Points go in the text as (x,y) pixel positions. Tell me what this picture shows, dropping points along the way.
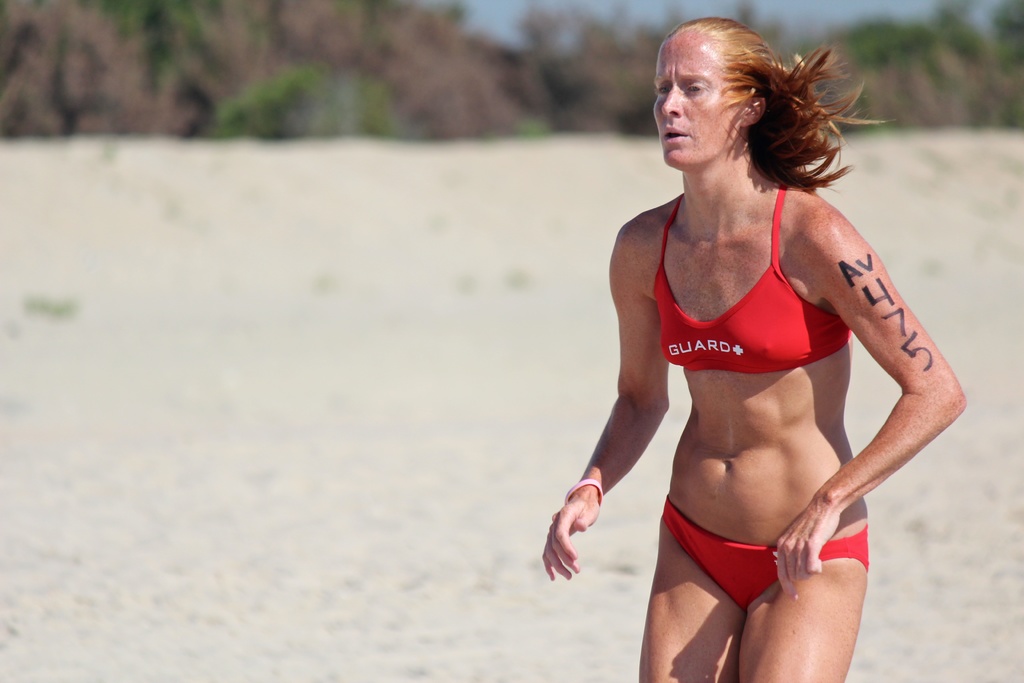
In the image in the center (662,291), we can see one woman (744,404) standing. In the background (42,31), we can see the sky (910,4), trees (541,31) and sand (456,410).
